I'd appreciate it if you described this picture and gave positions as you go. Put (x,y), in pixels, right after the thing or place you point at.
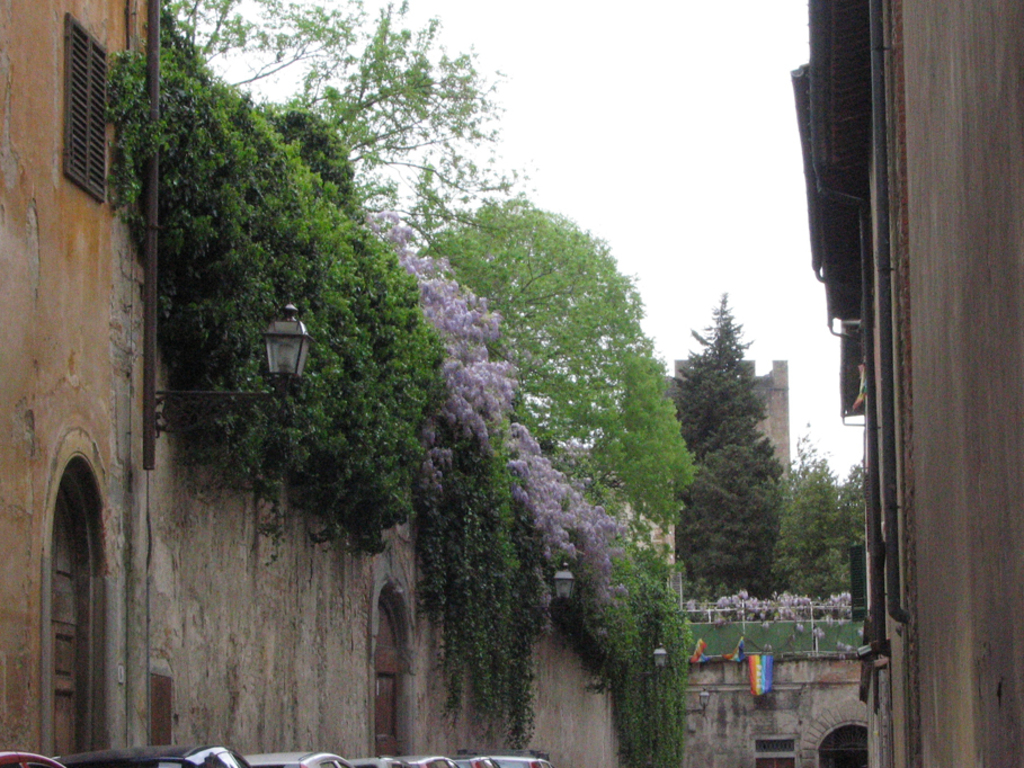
In this picture I can see buildings (943,243), trees (790,464), plants (543,464) and few flags (738,657), cars (320,765) and I can see few lights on the wall (720,694) and I can see cloudy sky (663,40).
